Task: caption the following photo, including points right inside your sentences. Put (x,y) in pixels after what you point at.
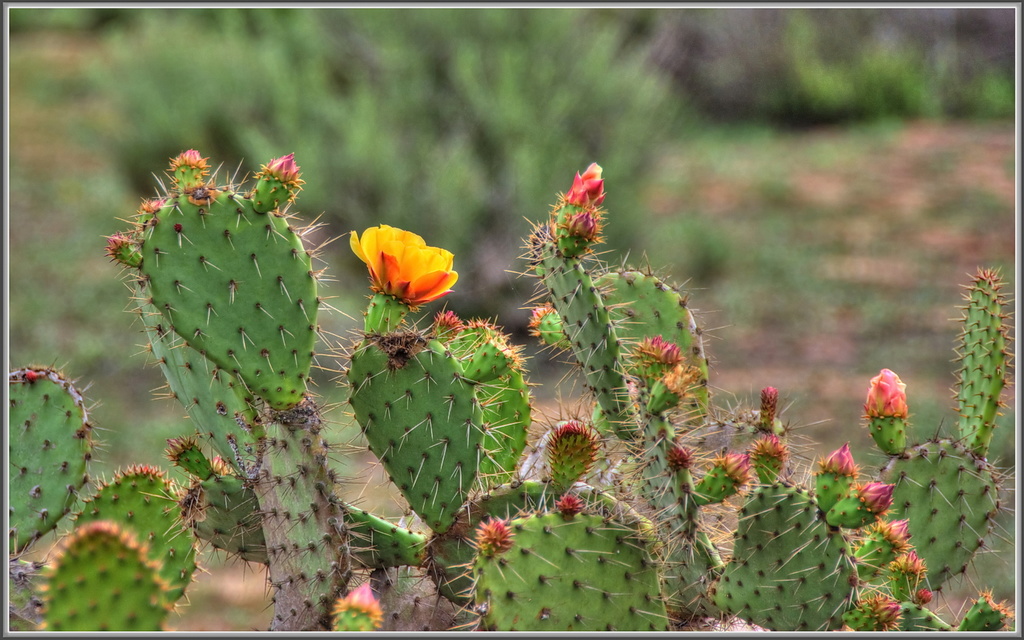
In this image we can see some plants (289,308) with flowers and some plants (639,150) on the ground (913,176).
